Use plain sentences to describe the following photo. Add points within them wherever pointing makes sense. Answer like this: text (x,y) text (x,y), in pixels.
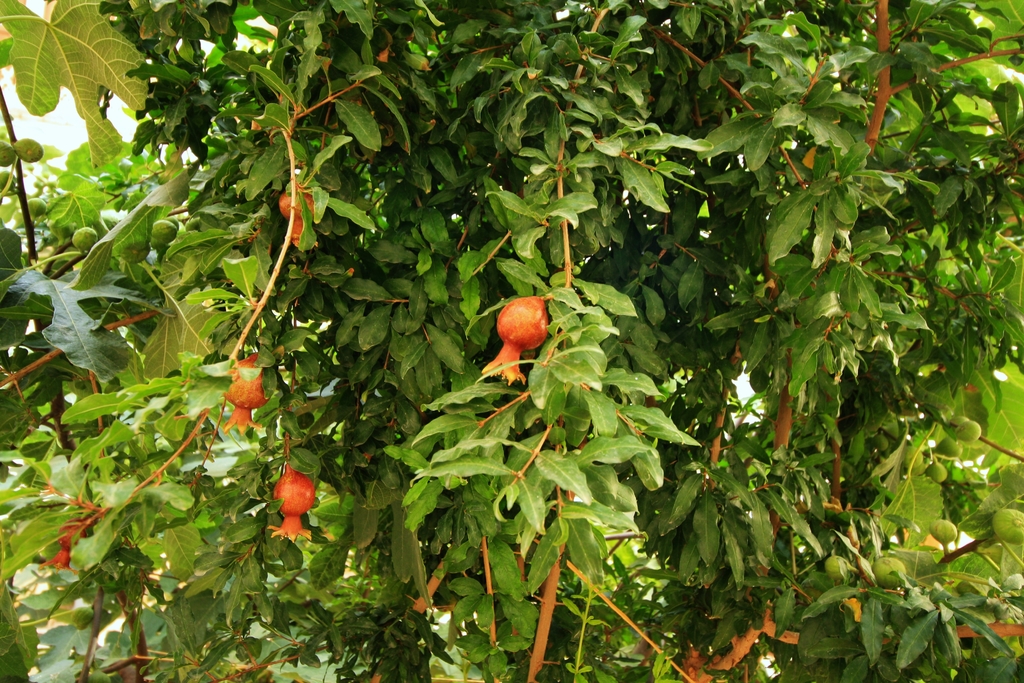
In this picture we can see some fruits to the trees (379,360).
